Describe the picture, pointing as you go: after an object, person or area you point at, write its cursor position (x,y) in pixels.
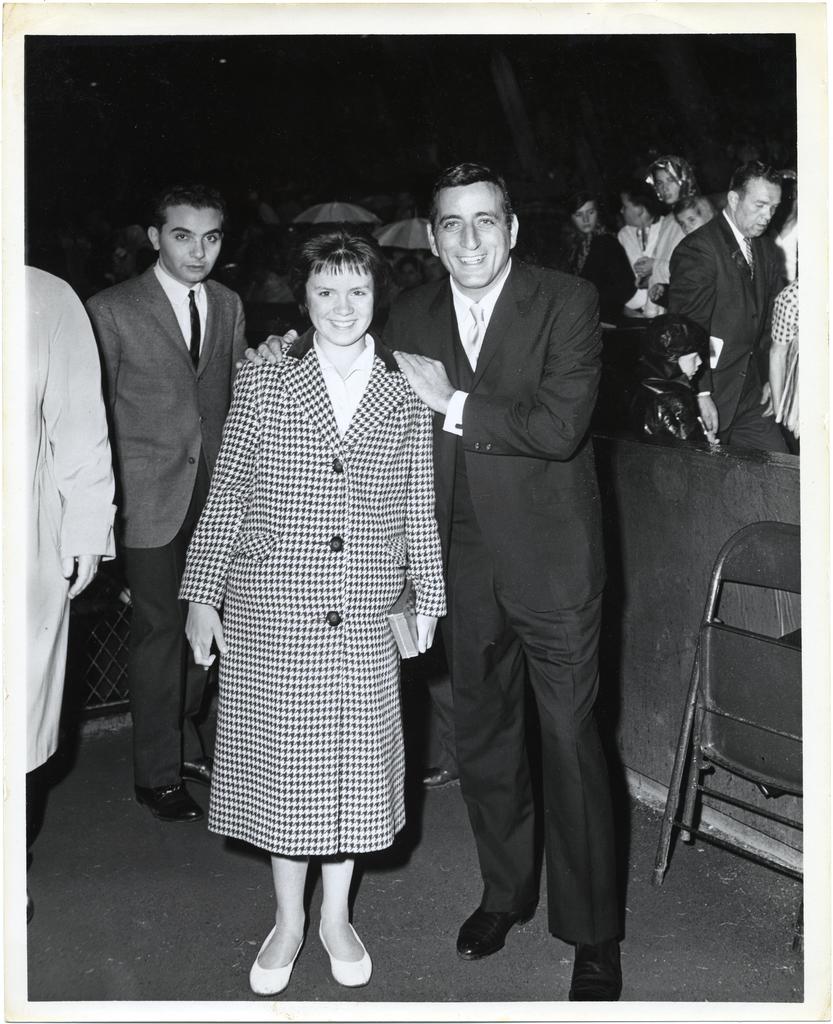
In this image I can see a woman (378,395) and man (418,372) standing on the ground (92,878), they both are smiling beside them I can see a chair (771,689) on the right side (774,677) and in the background (758,187) I can see a crowd of people (740,182) visible and I can see a dark view at the top (286,128).
